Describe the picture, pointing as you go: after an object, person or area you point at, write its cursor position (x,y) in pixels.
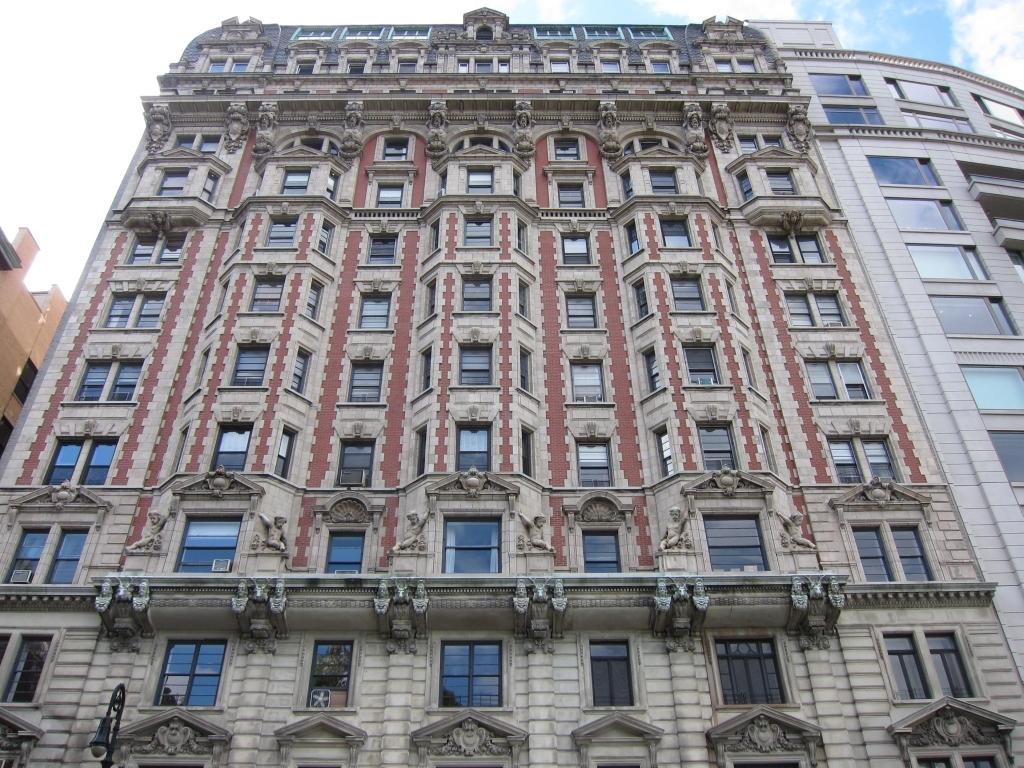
In this image, we can see a building (558,373). There is a sky (633,3) at the top of the image (786,8).
